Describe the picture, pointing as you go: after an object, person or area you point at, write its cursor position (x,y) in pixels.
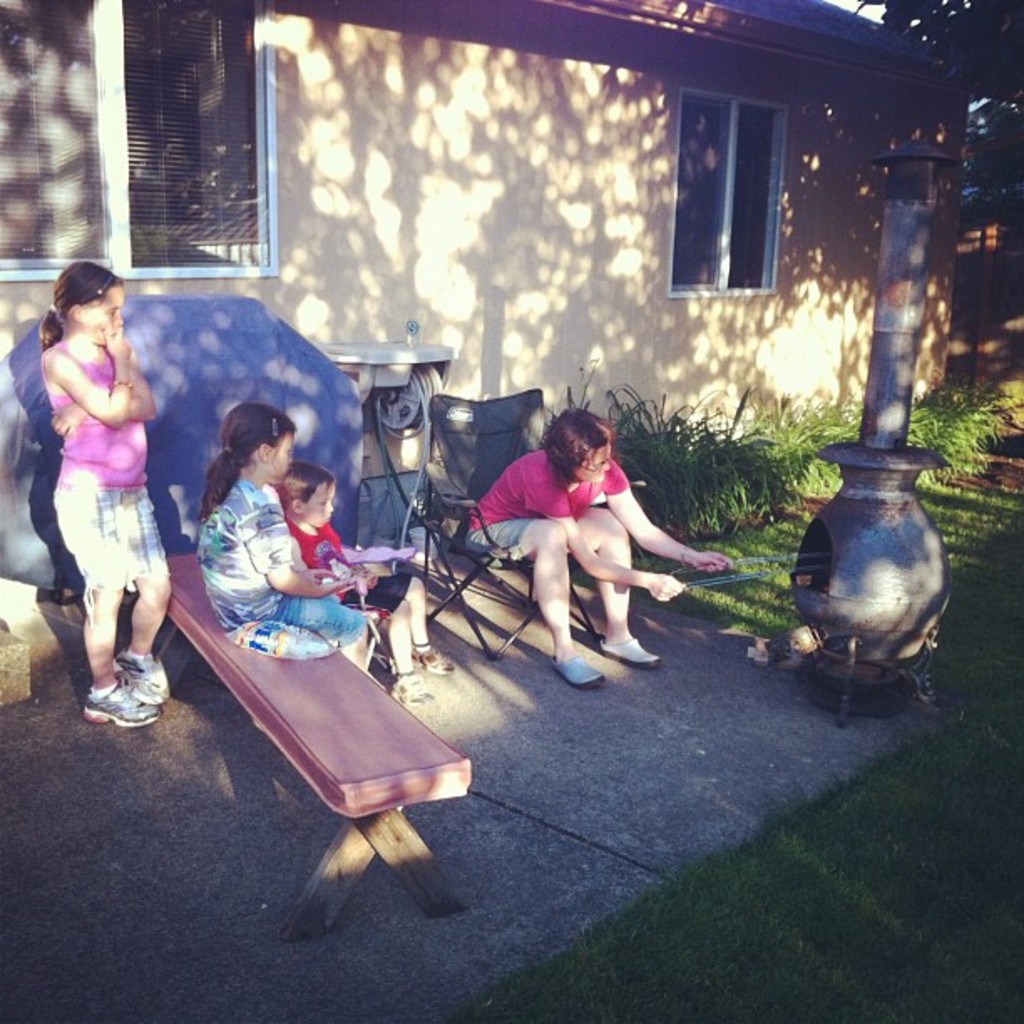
This image consists of four persons (397,628). On the right (905,608), it looks like a boiler (931,642). There is a woman (537,553) sitting in a chair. She is wearing a pink T-shirt (518,517). On the left (180,560), there is a bench (335,796). At the bottom (457,937), there is a patio (682,836). In the background (994,393), we can see small plants (647,490). And a house (572,157) along with the windows (686,250). On the right (967,197), there is a tree (1012,72).
